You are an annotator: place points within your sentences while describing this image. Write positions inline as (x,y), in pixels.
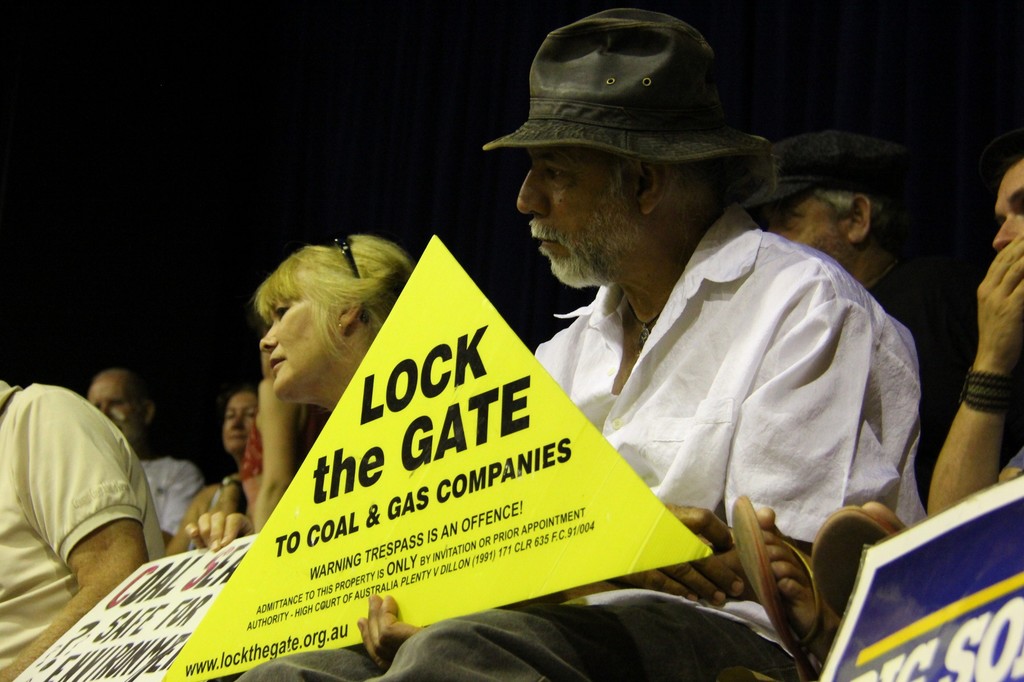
In this image there are group of persons (544,364) sitting, there are persons (646,610) truncated towards the bottom of the image (646,650), there is a person (1000,340) truncated towards the right of the image (1006,301), there is a person (68,489) truncated towards the left of the image (84,459), the persons (428,640) are holding boards (457,399), the boards (413,468) are truncated towards the bottom of the image (972,551), the boards (957,559) are truncated towards the right of the image (994,547), the background of the image (188,126) is dark.
